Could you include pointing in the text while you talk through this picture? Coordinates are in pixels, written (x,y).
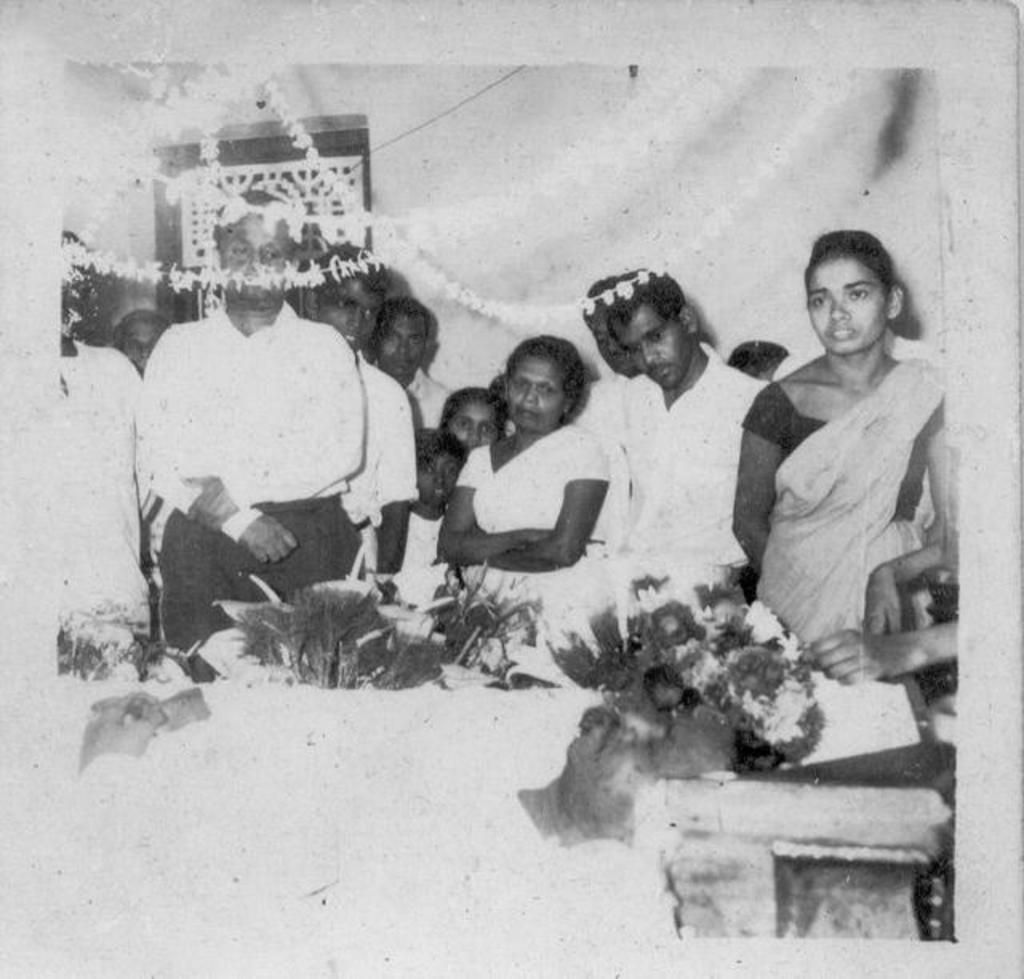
This is a black and white image. In this image we can see a man (368,821) lying on the surface (674,838) and some bouquets (647,700) placed beside him. We can also see some garlands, a group of people (734,441) standing, a window (174,206) and a wall (610,248).
